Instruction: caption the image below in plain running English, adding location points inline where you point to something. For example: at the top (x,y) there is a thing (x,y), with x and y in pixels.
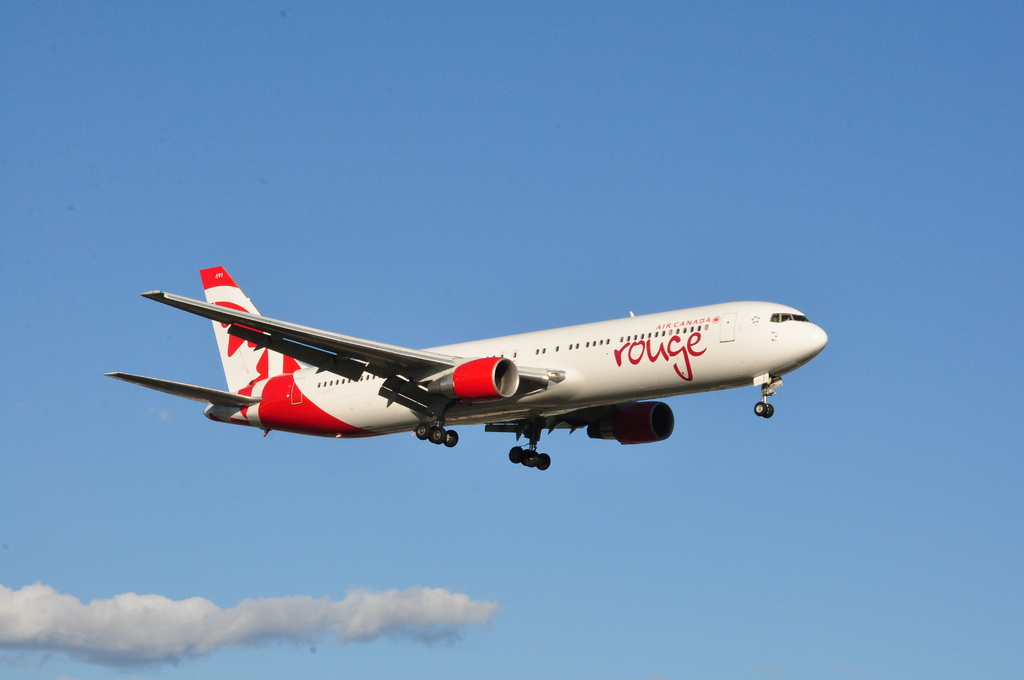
In this image I can see an aircraft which is in white and red color. Background (167,464) the sky (164,164) is in blue and white color.
